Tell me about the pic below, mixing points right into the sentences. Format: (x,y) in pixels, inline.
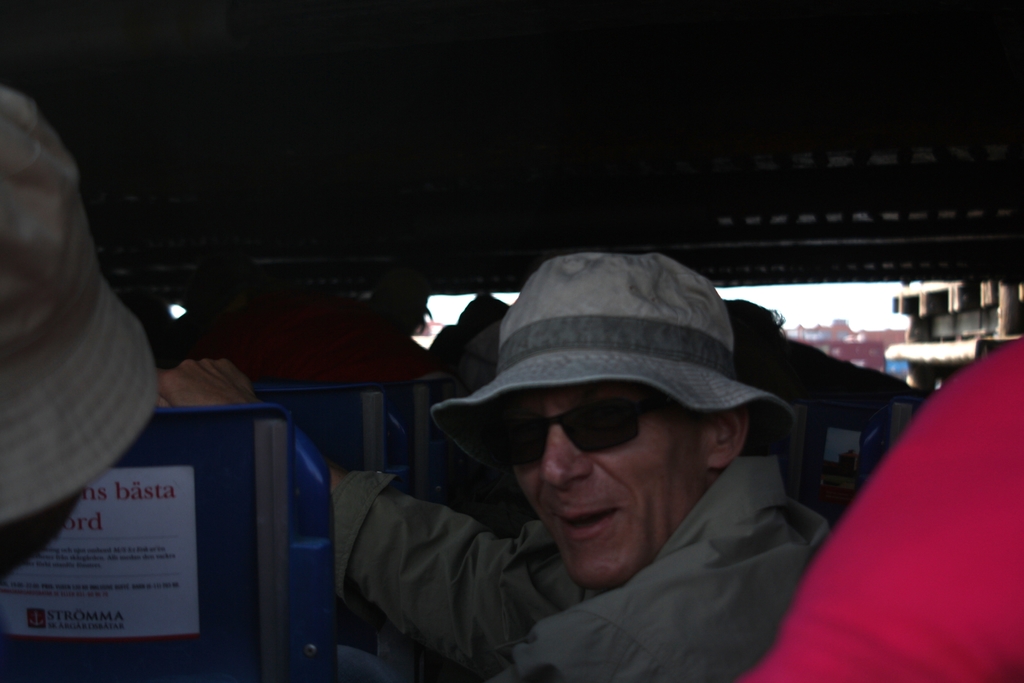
This is an inside view of a vehicle (415,499). In which we can see a group of people (450,561) sitting on the chairs (287,552). We can also see a paper (79,555) with some text (71,558) on it pasted on a chair (56,652). On the backside (815,312) we can see some buildings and the sky (789,325).
